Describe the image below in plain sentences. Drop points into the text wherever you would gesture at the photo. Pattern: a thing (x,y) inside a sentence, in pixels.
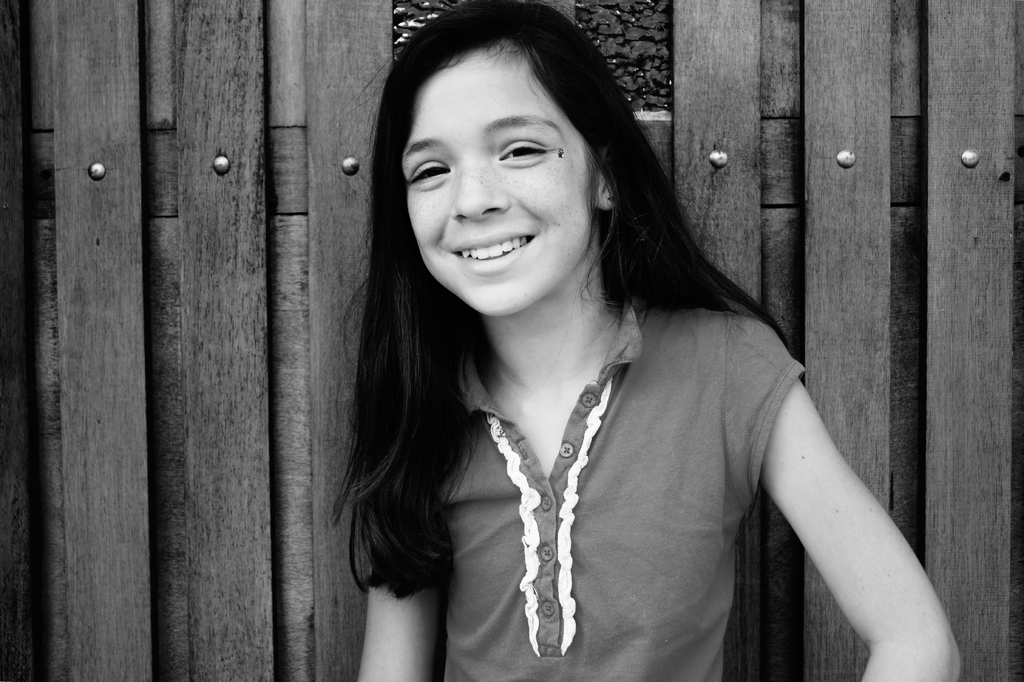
In this image we can see a girl (524,299) is standing, and smiling, at back (964,362) here is the wooden wall (966,312).
